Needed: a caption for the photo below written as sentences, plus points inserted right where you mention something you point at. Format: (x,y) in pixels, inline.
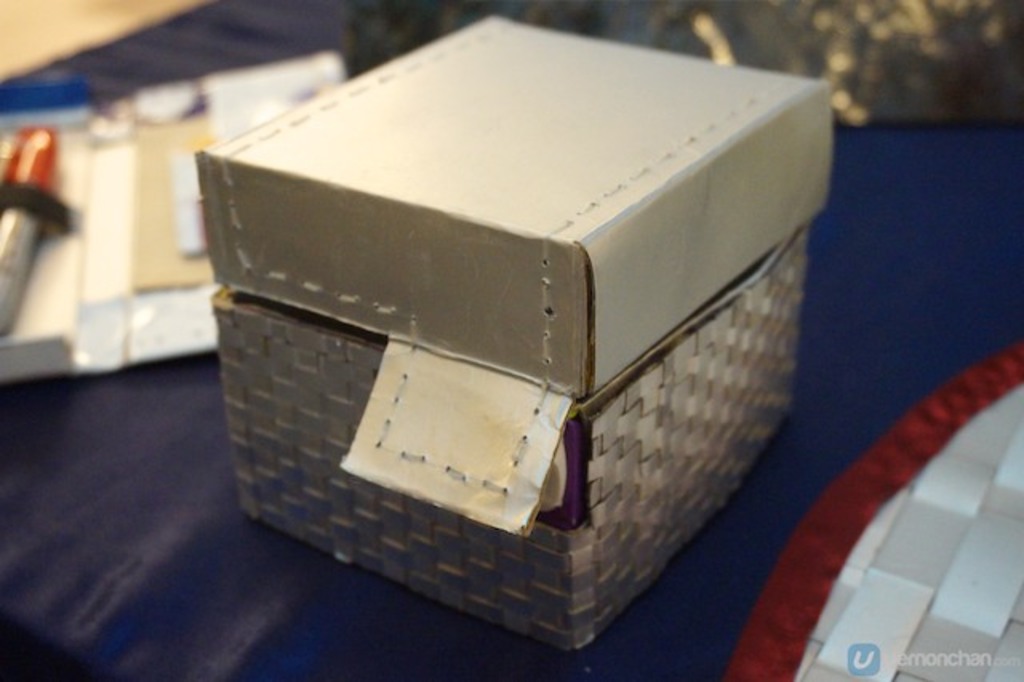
In this image there is a table (868,142) on that table (868,142) there is a box (631,281), in the background (318,22) it is blurred.
